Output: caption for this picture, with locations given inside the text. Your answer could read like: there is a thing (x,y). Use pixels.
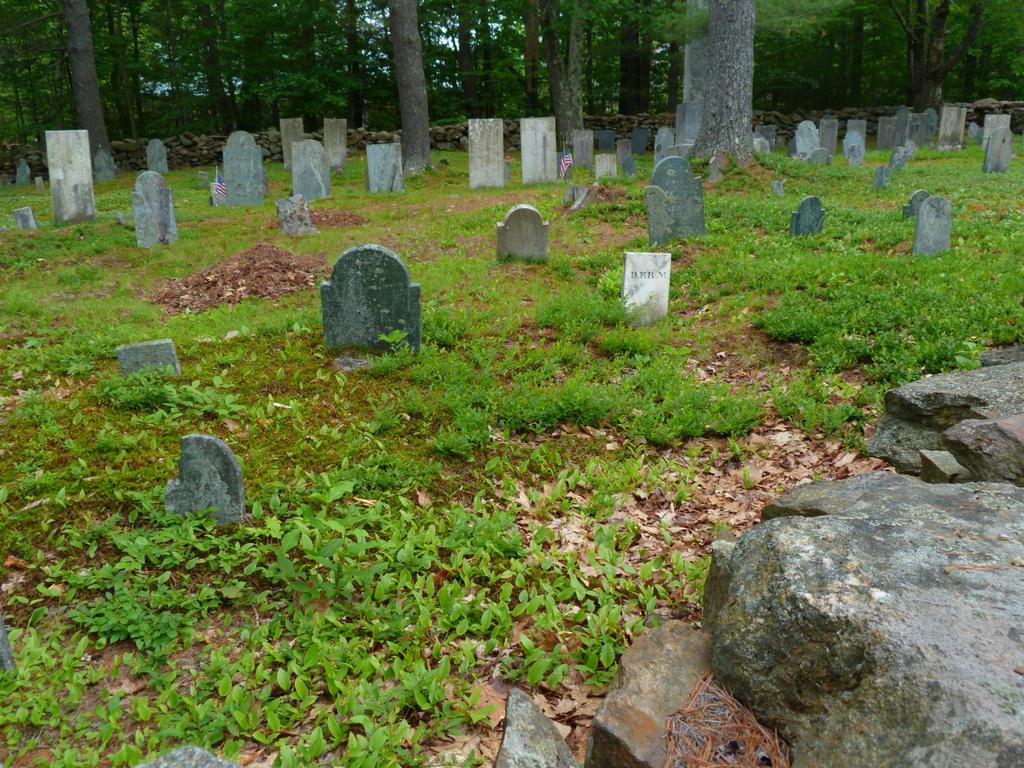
Here we can see plants (502,456), grass (488,370), and stone plates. In the background (929,79) there are trees (532,99).
